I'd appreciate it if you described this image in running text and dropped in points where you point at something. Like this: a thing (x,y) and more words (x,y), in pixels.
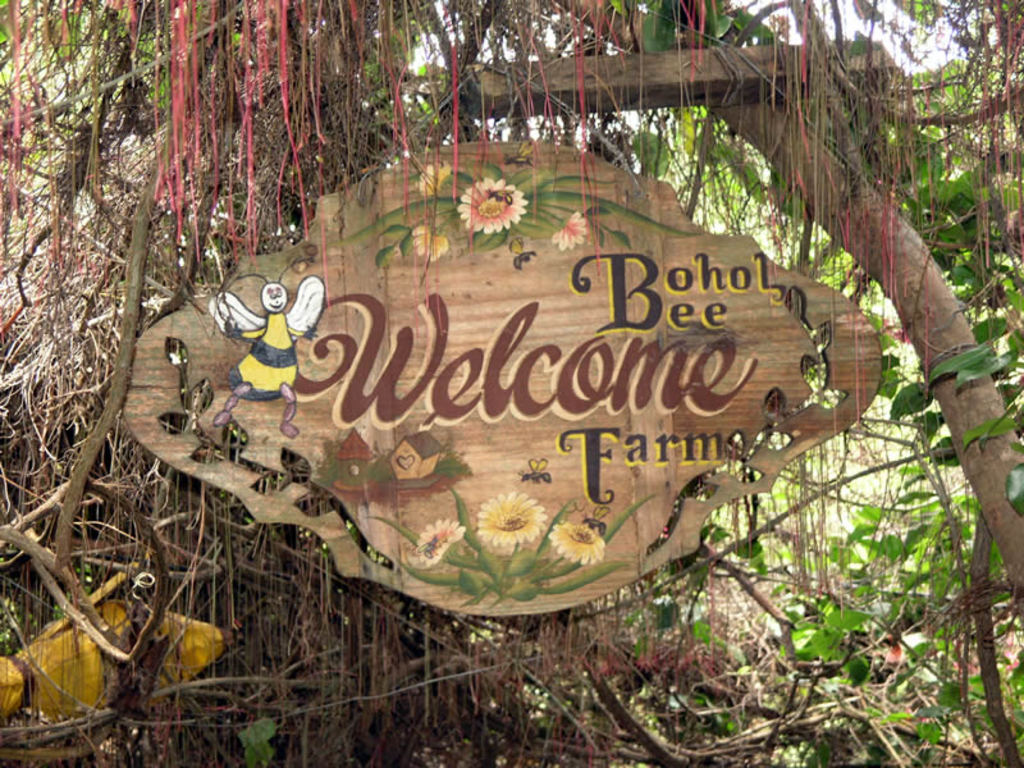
In this image, this looks like a name board (437,451) with a design (332,467) on it. These are the trees (272,144) with branches (71,601) and leaves (928,401).
